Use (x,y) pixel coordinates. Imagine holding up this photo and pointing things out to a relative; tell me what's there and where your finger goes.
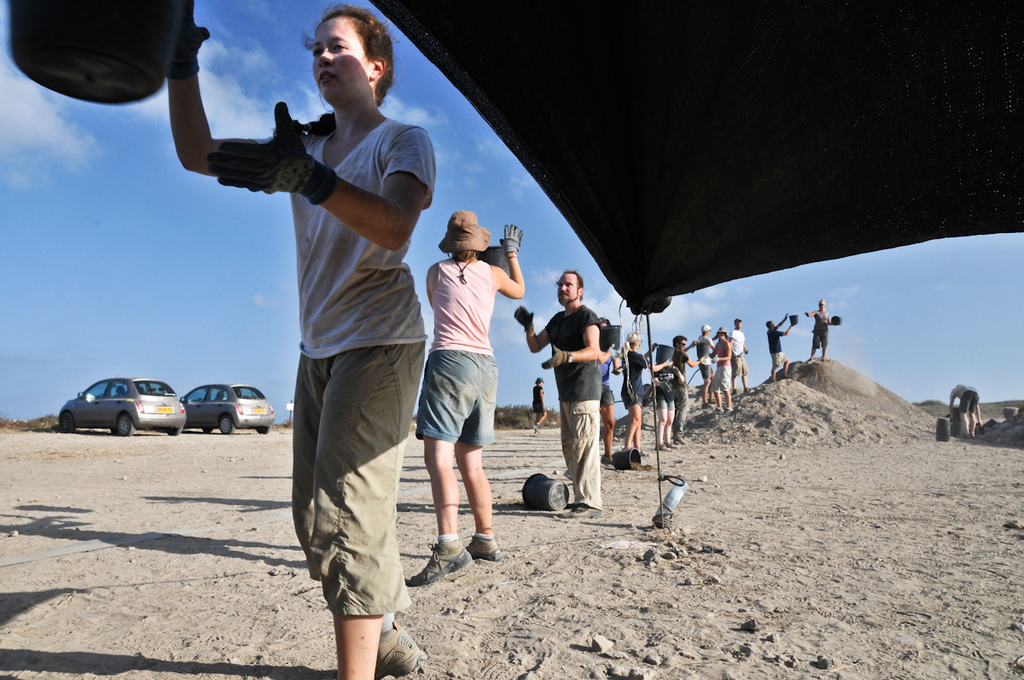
In this image at the top (858,43) there is the tent (817,118), on the land (1,463) there are few persons (781,355) standing in a line passing buckets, on the right side (983,427) there is a person (970,394) bending, on the land (968,469) there are some objects (544,481), a person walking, soil (737,406), at the top (133,142) there is the sky (432,234).
